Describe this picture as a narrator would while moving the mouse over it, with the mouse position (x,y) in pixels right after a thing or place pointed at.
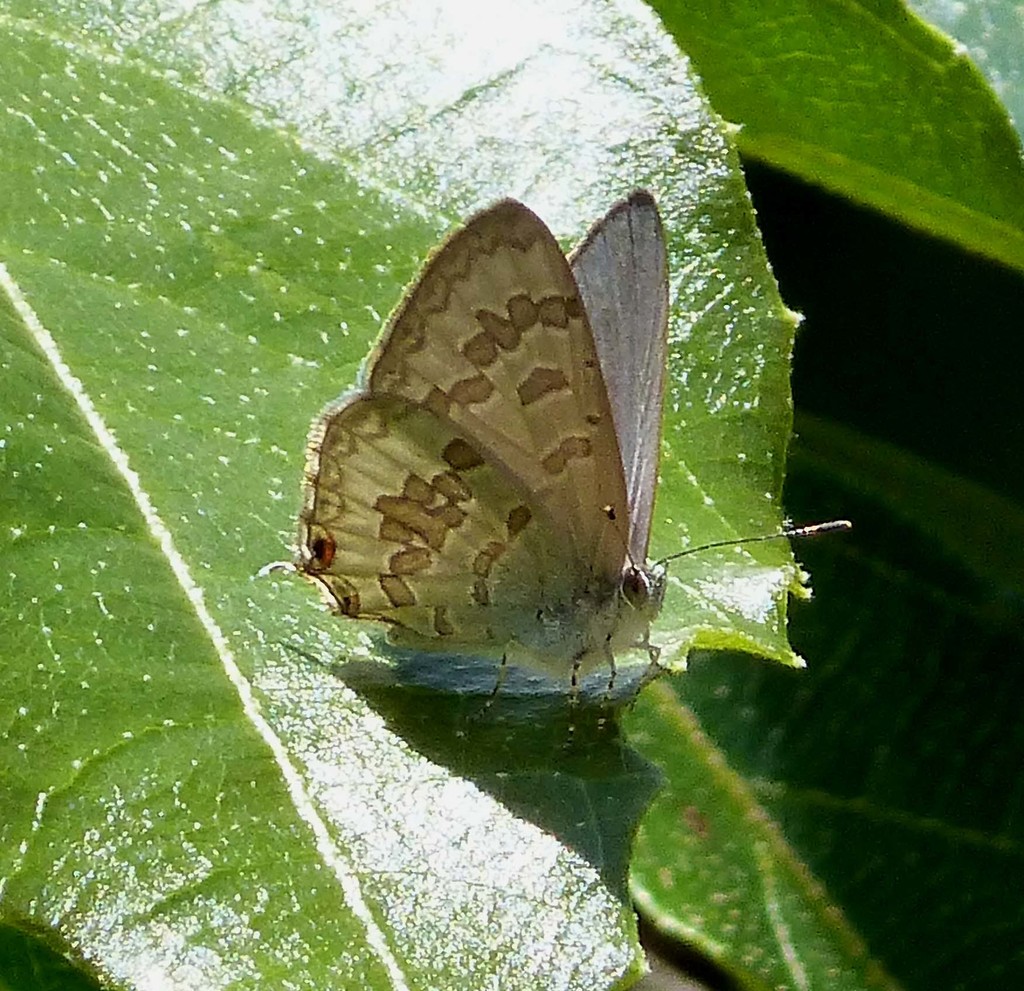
In this image we can see a butterfly (431,419) and also the leaves (79,862).
